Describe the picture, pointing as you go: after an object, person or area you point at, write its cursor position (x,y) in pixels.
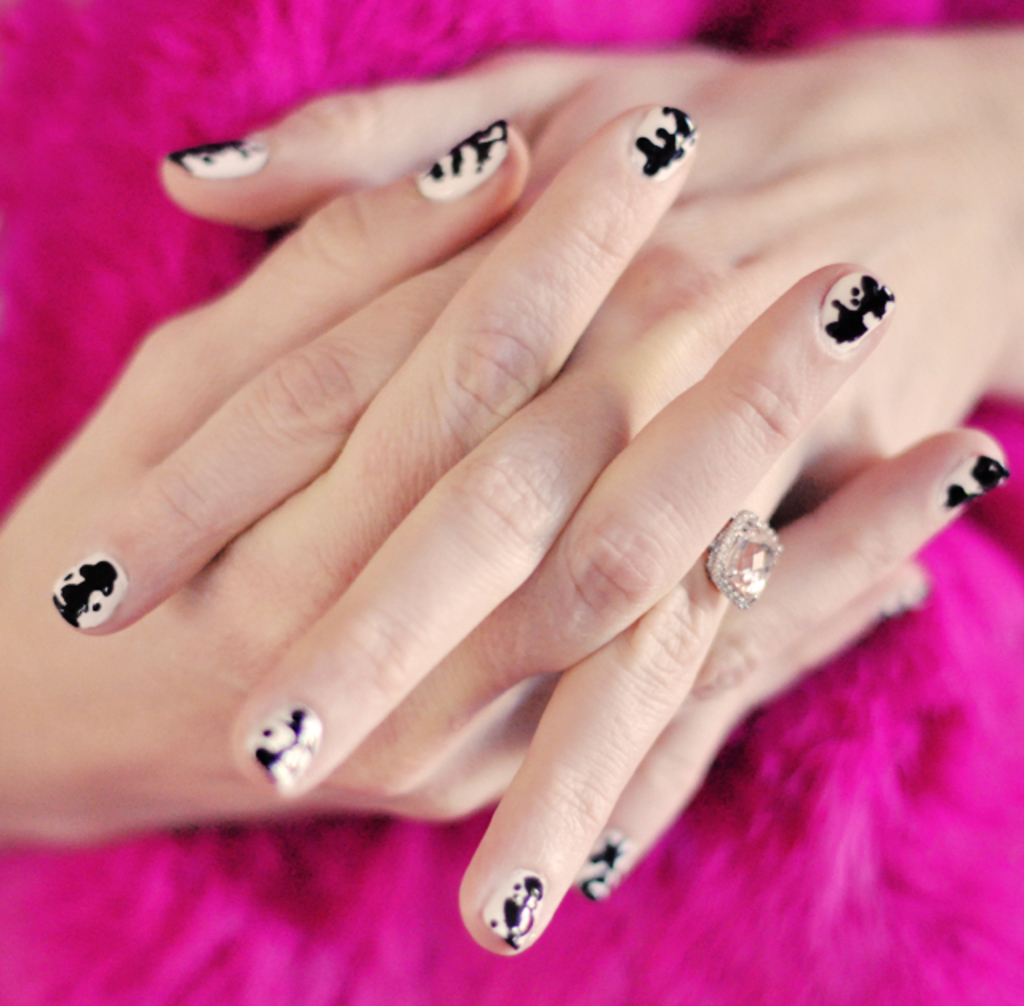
In this picture there is a woman (404,294) having nail polish (76,592) to her nails (92,599) which are in black and white in color and the background (224,102) is in pink color.
